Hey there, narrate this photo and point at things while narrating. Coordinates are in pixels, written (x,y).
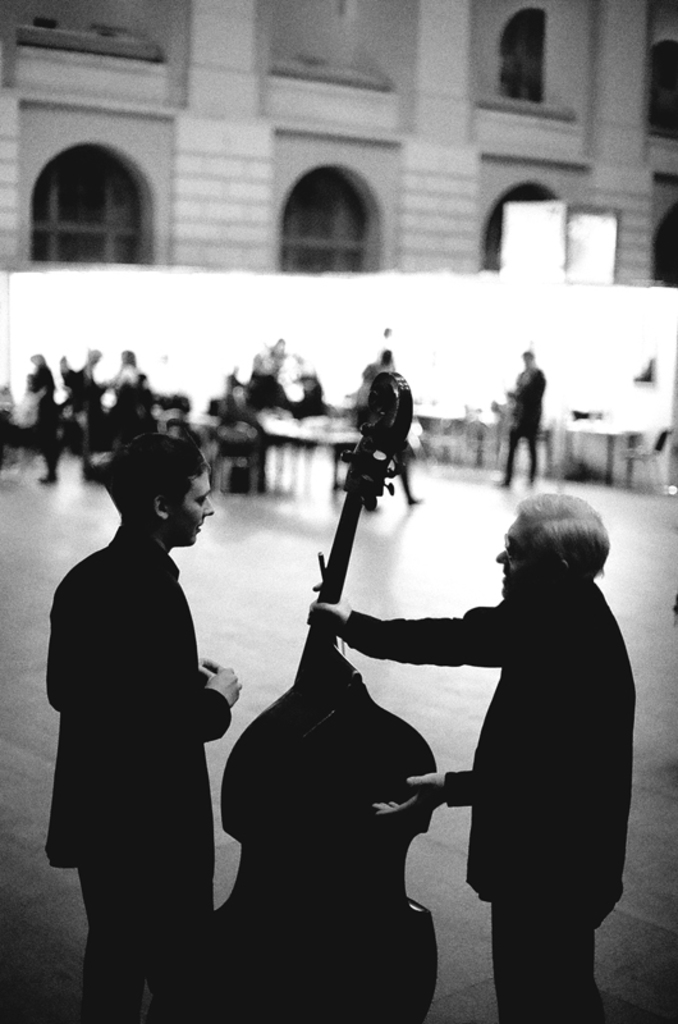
There are two persons (600,681) in blazers (175,677) staring at each other and one person (587,607) holding a musical instrument (270,982) and talking with another person (193,650). In the middle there are group of people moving around. In the background (375,150) there is a building (363,194).
